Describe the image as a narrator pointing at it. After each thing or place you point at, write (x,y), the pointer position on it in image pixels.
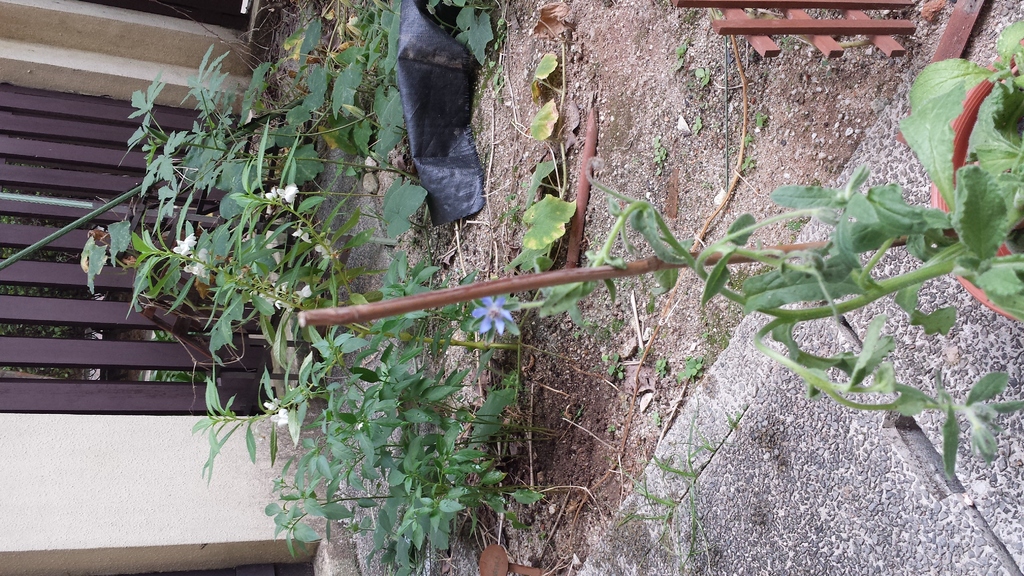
In the image on the ground (377,193) there are few plants (312,244) with leaves (377,97), white and violet color flowers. And also there is a black item (440,179) and brown color object (864,25) on the ground (657,12). On the left side of the image (74,288) there are pillars (40,441) and also there is a gate (226,387).
